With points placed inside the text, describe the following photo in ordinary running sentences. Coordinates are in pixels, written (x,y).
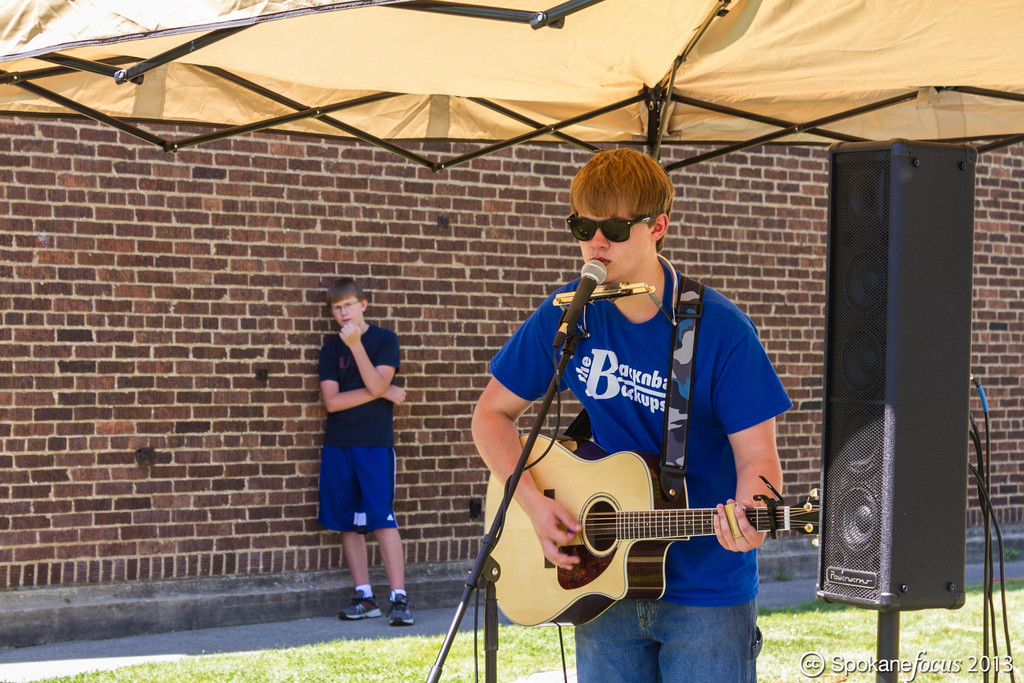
There are two boys (586,402). A boy (660,404) with blue t-shirt (740,367) is playing guitar (596,530). In front of him there is a mic (588,265). He is wearing black color goggles (618,236). To the right side (878,386) there is a speaker (878,372). And to the bottom (812,635) we can see a grass (795,656). And there is another boy (368,386) standing. He is wearing black color t-shirt (388,352). He is leaning to the brick wall (195,370). On the top (494,78) there is a tent (531,50).
